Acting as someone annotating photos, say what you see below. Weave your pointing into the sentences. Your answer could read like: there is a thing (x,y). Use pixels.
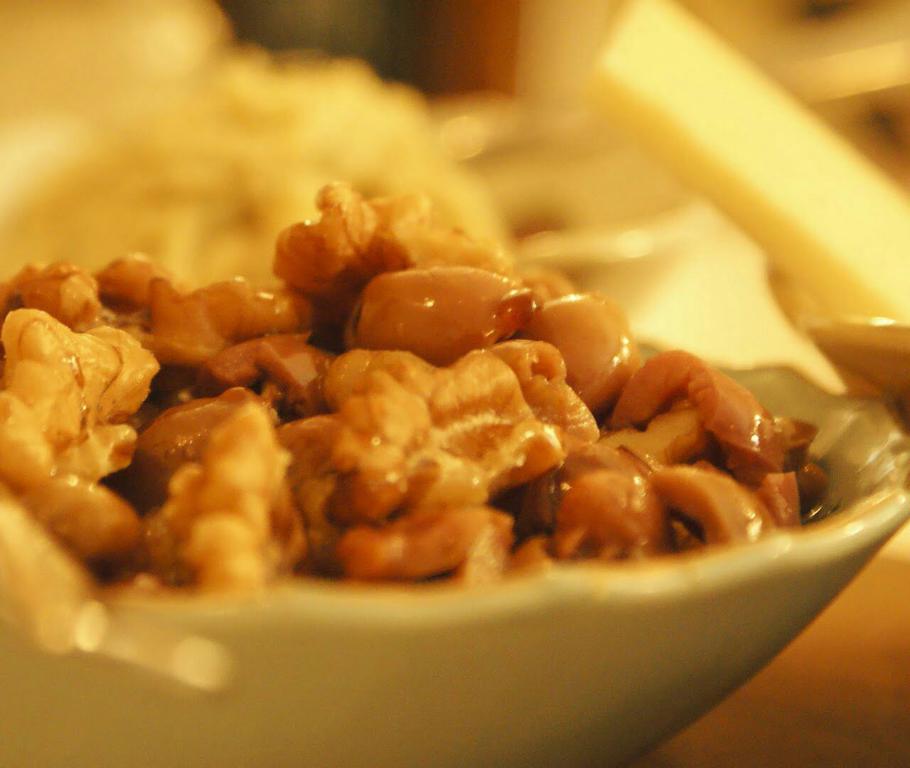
It is a zoomed in picture of a food item (612,367) in a bowl (677,564) which is on the wooden surface (847,702) and the background (359,4) is blurred.
